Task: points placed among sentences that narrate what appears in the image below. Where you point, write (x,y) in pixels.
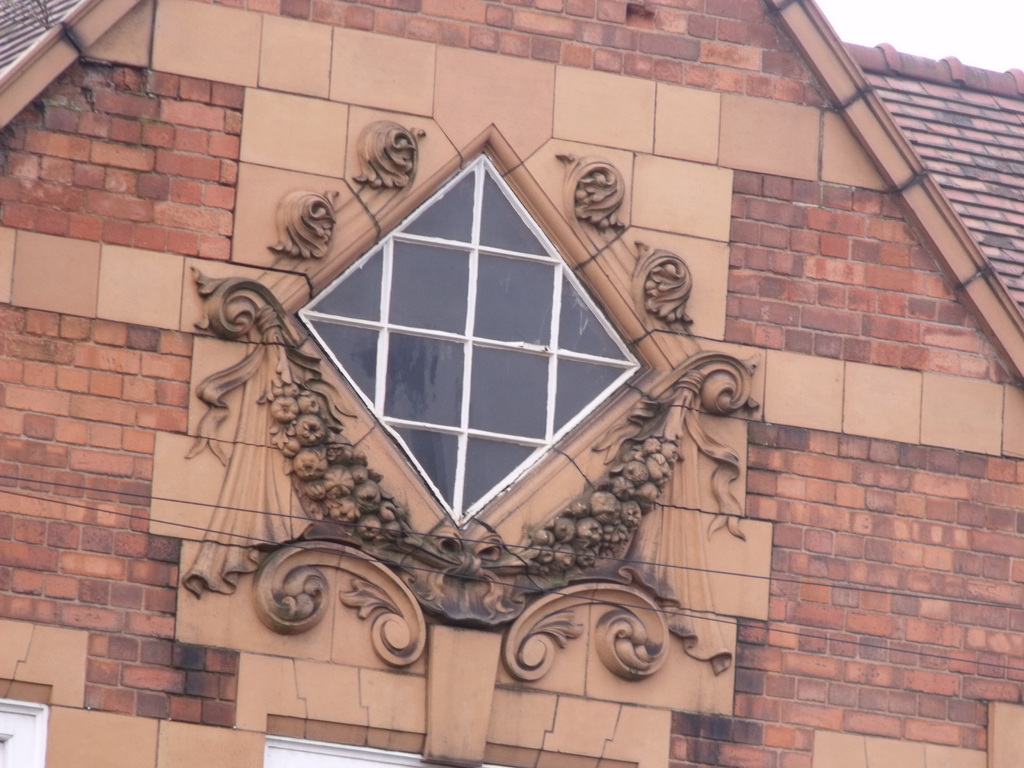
In this image, we can see brick walls (781,344), carving (628,485) and glass object (493,338). At the bottom of the image (296,747), we can see white color objects (32,732).
